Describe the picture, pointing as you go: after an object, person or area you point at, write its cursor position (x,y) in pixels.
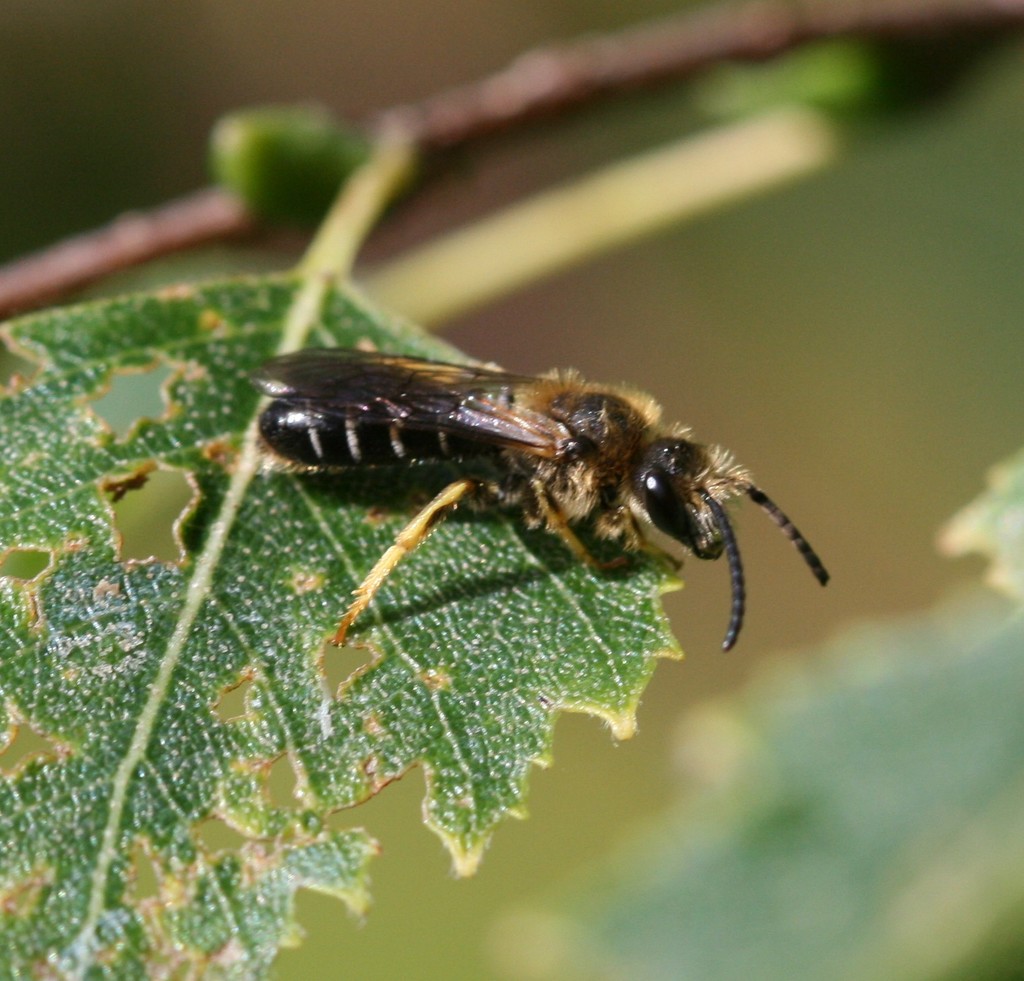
In this image we can see a bee (661,501) is on the leaf (485,681). Here we can see a stem (702,56). Background (341,677) there is a blur view.
